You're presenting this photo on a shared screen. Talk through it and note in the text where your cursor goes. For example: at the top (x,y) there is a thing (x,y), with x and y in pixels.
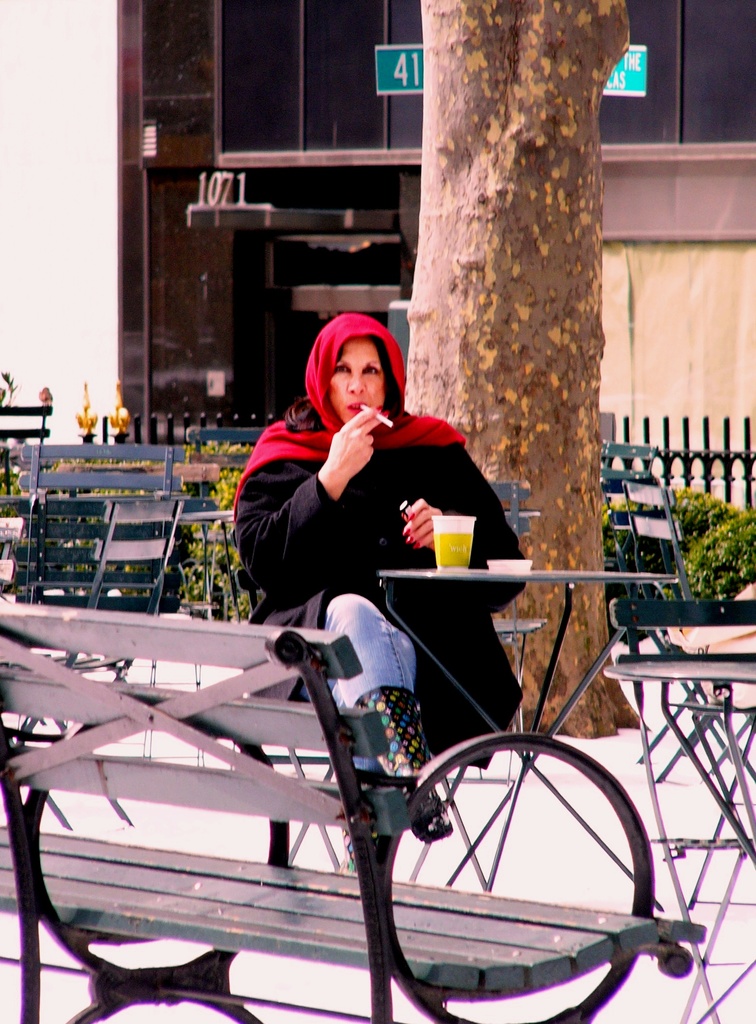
In this image we can see a lady person (344,589) wearing black color dress (357,520) red color shrug (246,473) holding cigarette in her hands (360,442) sitting on a chair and there is some drink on table (523,576) and in the background of the image (42,553) there are some chairs (42,591), tables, plants (745,530), fencing (707,434) and a building (273,274).
